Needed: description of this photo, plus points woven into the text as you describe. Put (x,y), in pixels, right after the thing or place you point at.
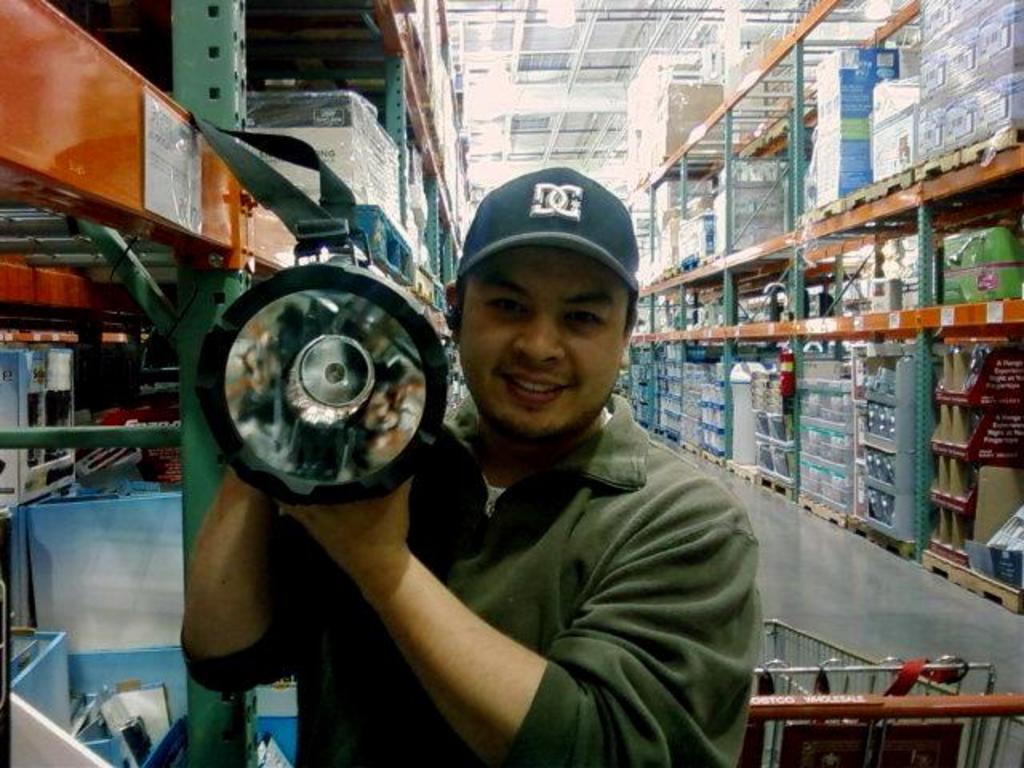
In this image we can see a man (578,572) holding a torch (375,473). On the backside (691,430) we can see a group of objects (684,431) placed in the racks (725,424), some metal poles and a roof (616,151) with some ceiling lights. On the bottom of the image (1005,722) we can see a trolley (952,693).
